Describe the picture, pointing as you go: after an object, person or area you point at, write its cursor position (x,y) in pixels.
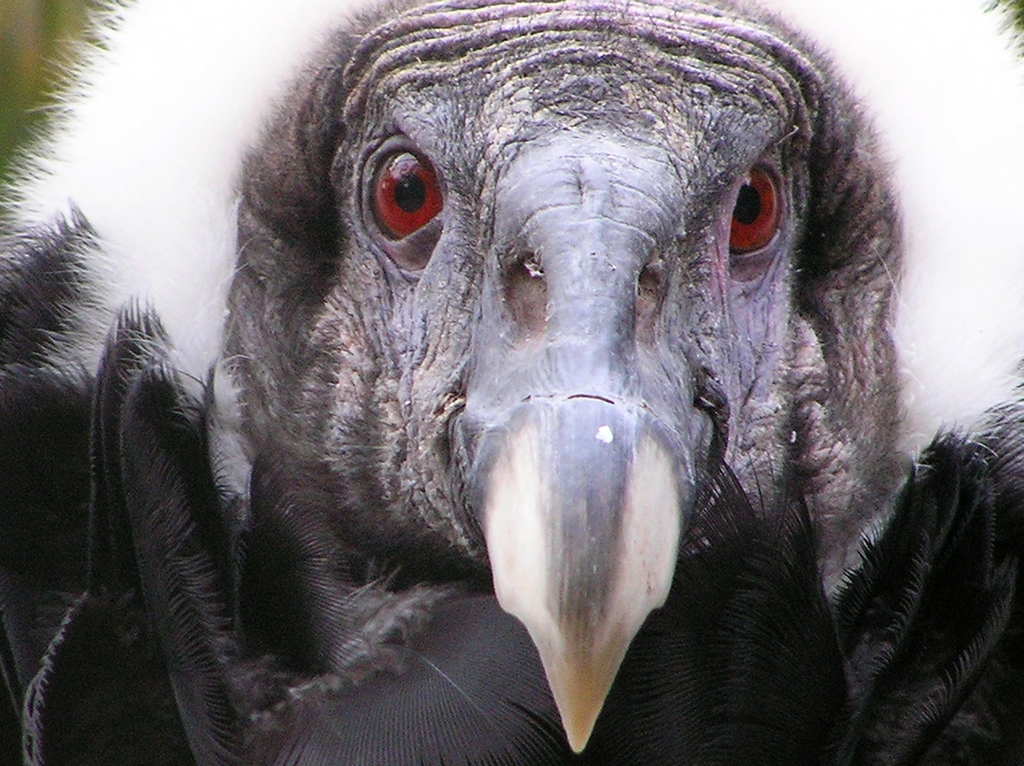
It is a condor (487,379) in black color. It has 2 red color eyes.
